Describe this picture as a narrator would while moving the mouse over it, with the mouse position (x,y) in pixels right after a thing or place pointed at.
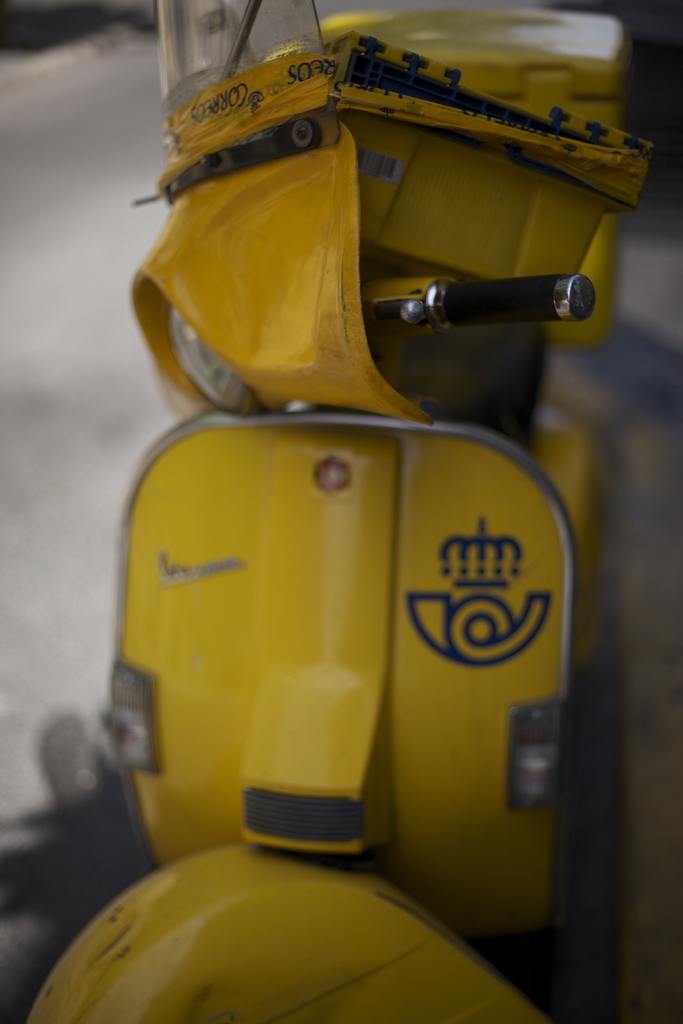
In this image we can see a scooter (342,764) on the road (83,409) and there is an object (507,178) and a box (413,52) on the scooter (413,695). In the background (18,237) the image is blur.
